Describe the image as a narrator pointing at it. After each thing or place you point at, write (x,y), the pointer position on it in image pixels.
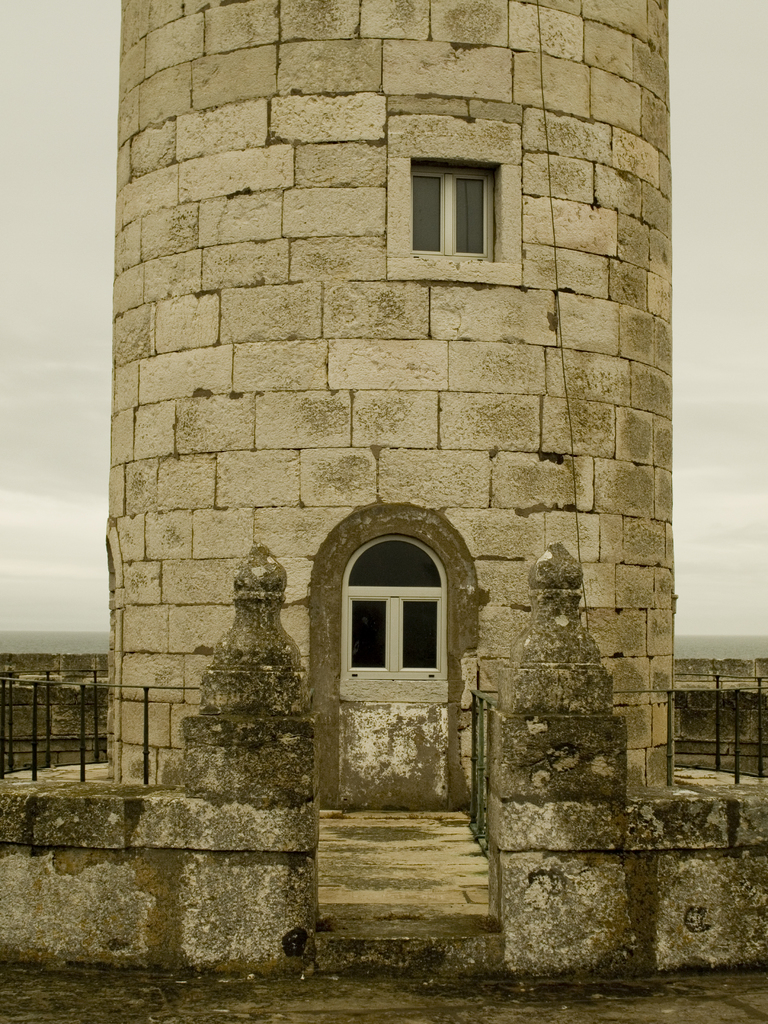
In the image we can see there is a building (450,507) and there are windows (478,179) on the building (446,417). The wall (453,408) of the building (462,325) is made up of stone bricks (524,429) and behind there is a cloudy sky (77,306).
